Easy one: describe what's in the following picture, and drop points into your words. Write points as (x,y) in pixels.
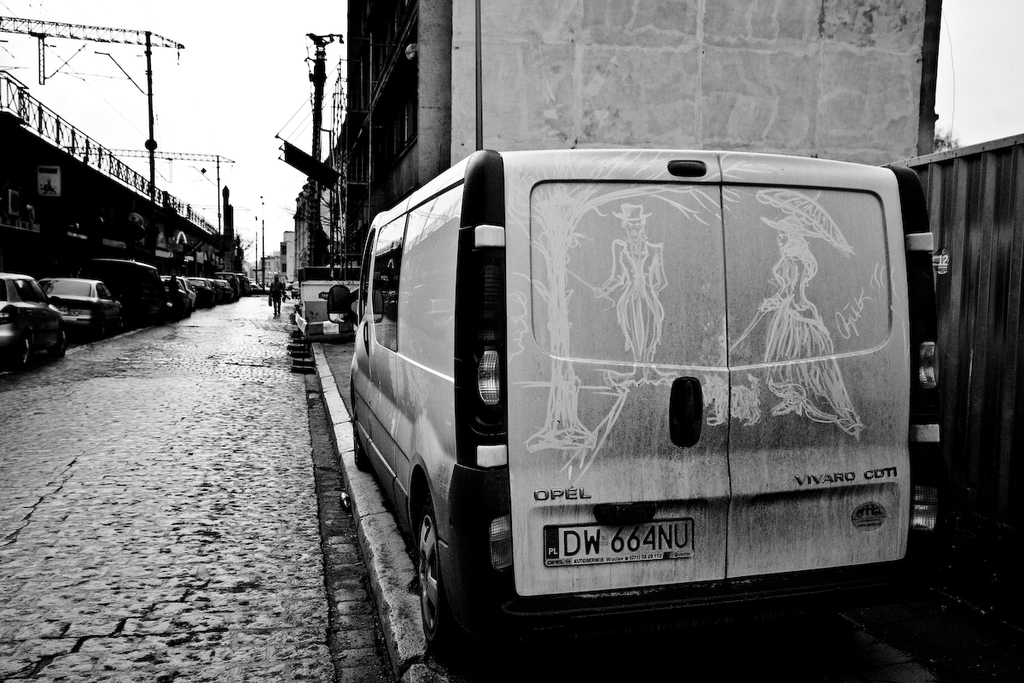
In this picture we can see vehicles (216,280) and a person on the road (153,423), buildings (356,224), poles (332,202) and in the background (233,176) we can see the sky (234,103).
